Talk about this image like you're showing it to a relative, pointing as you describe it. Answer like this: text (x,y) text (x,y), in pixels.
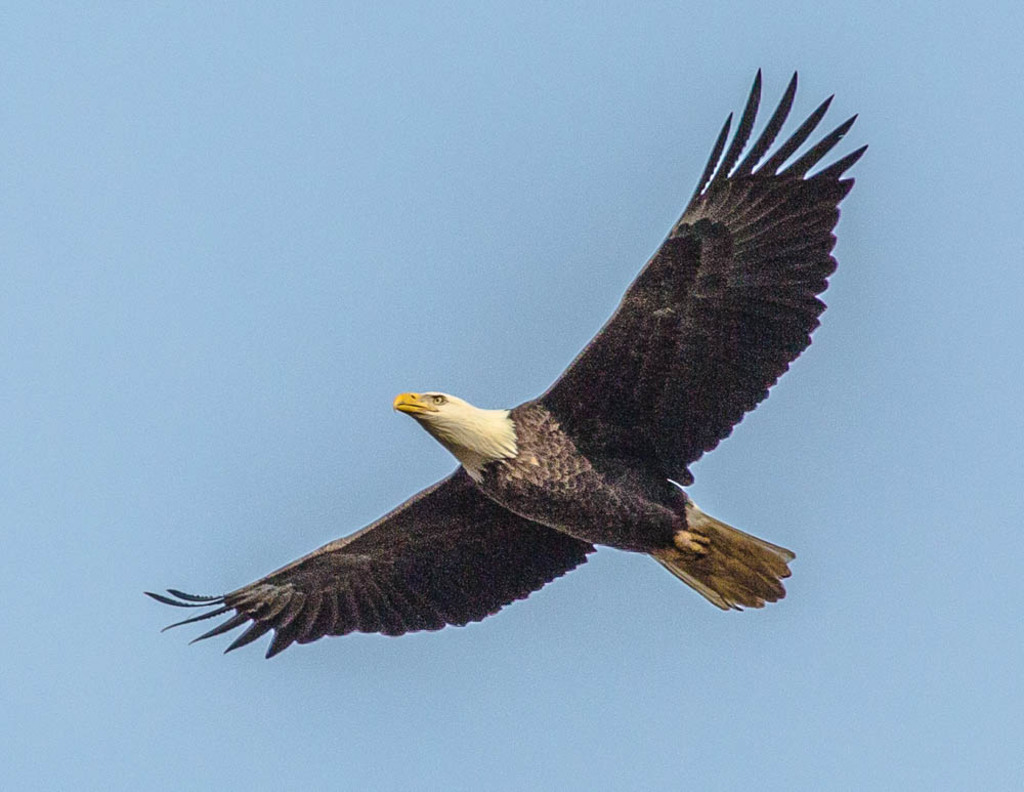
In this image we can see a bird (635,300) is flying. Behind the bird (701,345), we can see the sky (514,115).
